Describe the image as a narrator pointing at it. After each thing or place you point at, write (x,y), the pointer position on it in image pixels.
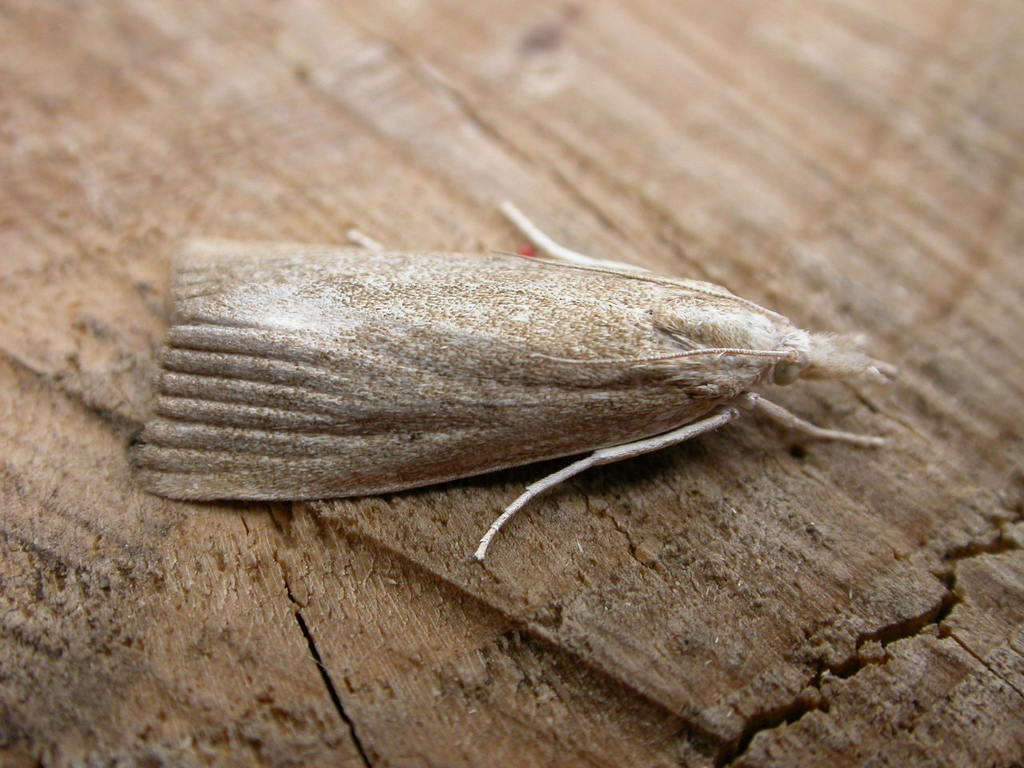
In this picture there is an insect (511,386) on the wooden floor (647,608).
